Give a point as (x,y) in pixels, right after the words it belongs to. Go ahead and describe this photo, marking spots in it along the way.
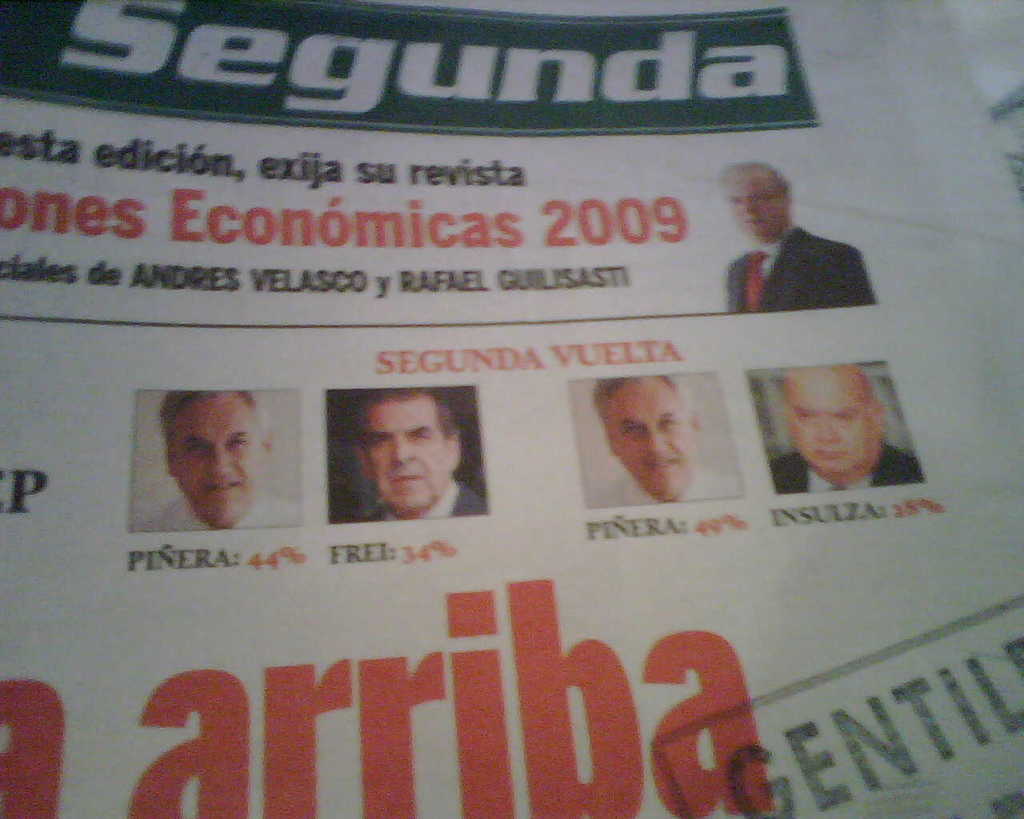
In this image I can see a paper (547,596) on which I can see pictures (433,506) of few persons faces (435,433). I can see a person (763,256) wearing white shirt (770,244), red tie (755,279) and black blazer (813,284) and few words (554,773) written on the paper (355,261).
